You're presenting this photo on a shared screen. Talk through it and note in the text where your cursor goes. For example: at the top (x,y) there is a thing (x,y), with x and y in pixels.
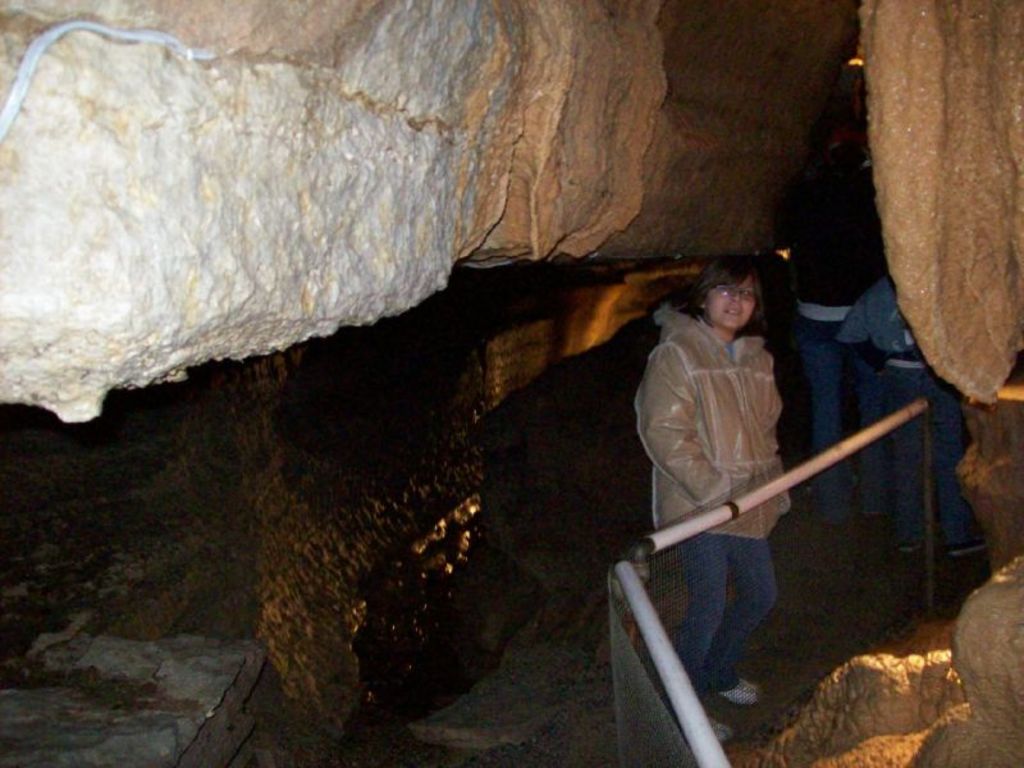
In this image in front (929,502) there is a metal fence (798,480). There are people (726,283) standing inside the caves (367,503).
